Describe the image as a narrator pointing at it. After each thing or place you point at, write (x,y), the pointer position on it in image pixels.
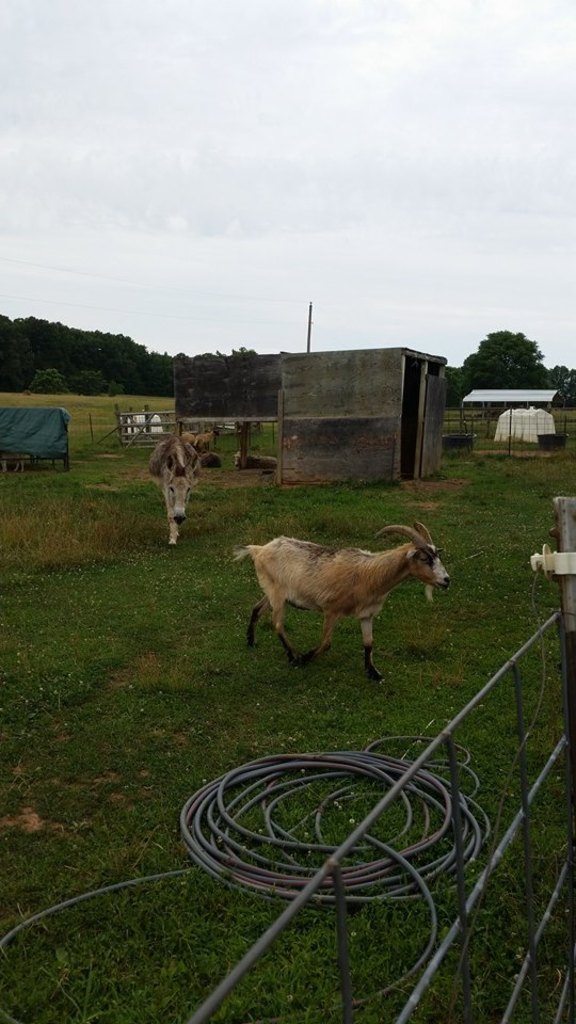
In the image there is a goat (337,610) and a donkey (178,482) standing on the grassland (133,596) inside a fence (538,570), there is a pipe (419,877) in the front (326,782) and in the back (325,459) it seems to be a shed (326,452) and over the whole background (153,365) there are trees (76,367) and above its sky (280,139) with clouds (264,181).
